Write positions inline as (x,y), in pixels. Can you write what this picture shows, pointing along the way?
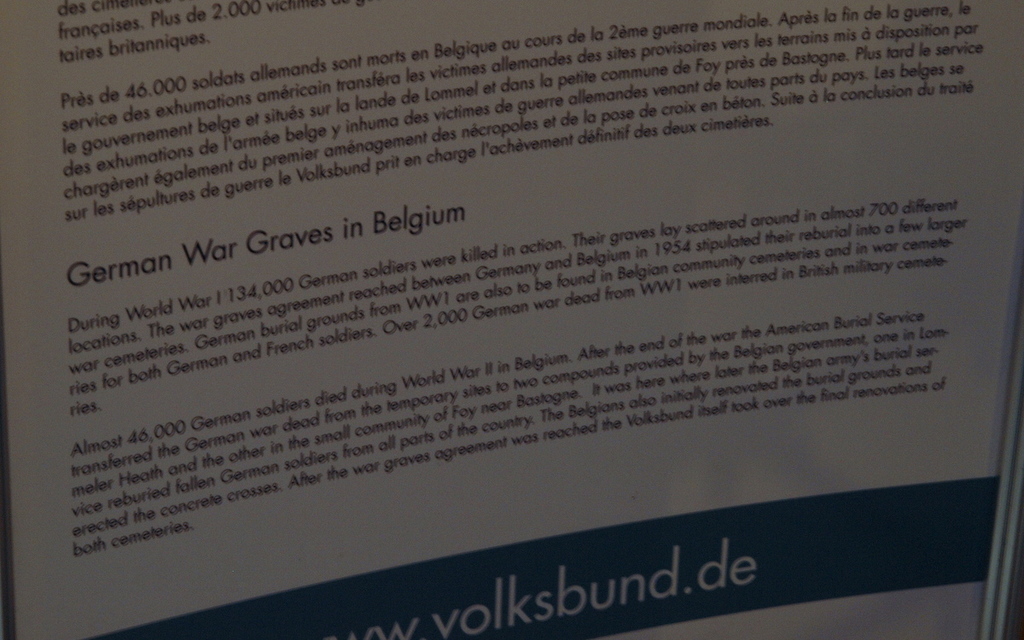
In this image I can see a banner (617,445) which is white and green in color and few words (559,402) written on the banner (290,237) with black color.
